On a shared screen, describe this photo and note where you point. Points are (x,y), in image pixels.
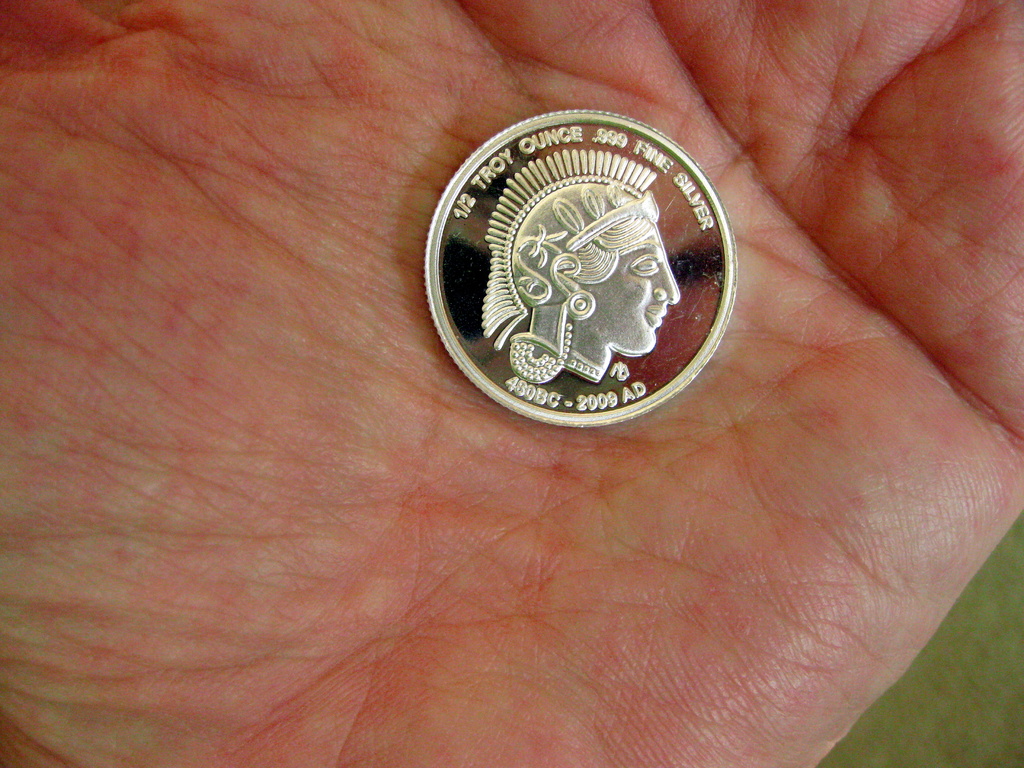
In this image I can see a currency coin (637,278) which is silver in color on a human hand (250,243) which is red and cream in color.
